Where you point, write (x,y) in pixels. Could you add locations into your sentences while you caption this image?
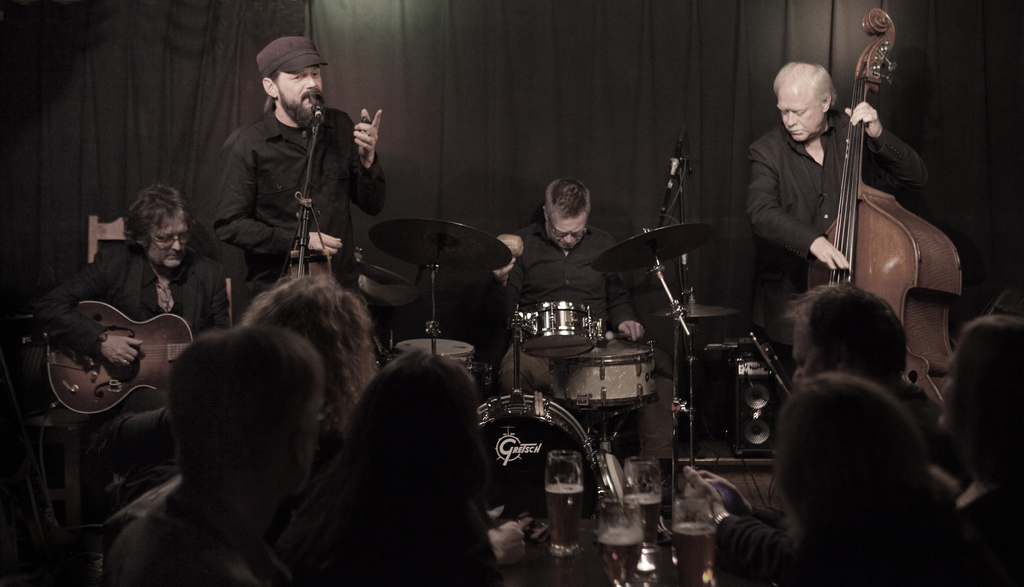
As we can see in the image, there are few group of people (285,139). The person (127,274) on the left (123,339) is holding guitar (79,385) in his hand (123,362) and this person (340,213) is singing a song on mike (314,128) and this person (589,260) is playing drums (599,328) and the person (829,111) on the right side (900,262) is holding double bass (860,182) in his hand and these group of people (964,357) are looking at them.
